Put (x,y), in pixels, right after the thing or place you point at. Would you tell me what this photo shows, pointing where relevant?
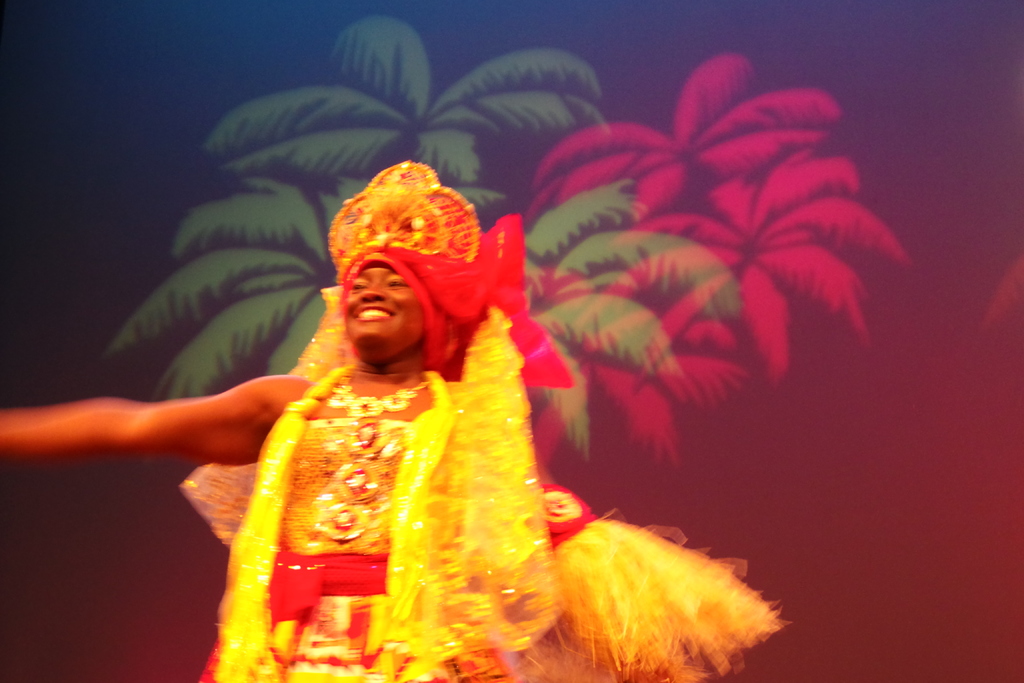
Here in this picture we can see a person (512,353) wearing a costume (425,215) and standing over a place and we can see the person (369,355) is smiling and behind her we can see some design of trees (576,340) present.
